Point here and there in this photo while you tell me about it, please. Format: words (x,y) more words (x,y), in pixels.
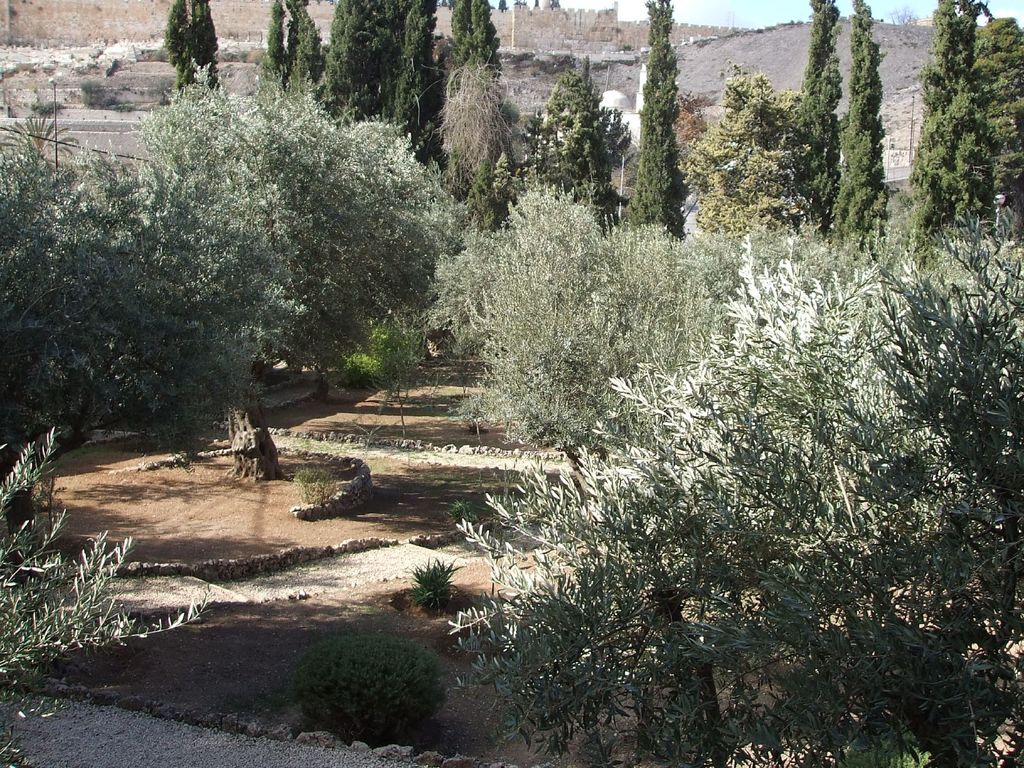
This place is looking like a garden (335,580). Here I can see some plants (399,669) and trees (548,275). In the background (71,17), I can see a wall (104,19). On the top of the image (754,8) I can see the sky (753,8).
